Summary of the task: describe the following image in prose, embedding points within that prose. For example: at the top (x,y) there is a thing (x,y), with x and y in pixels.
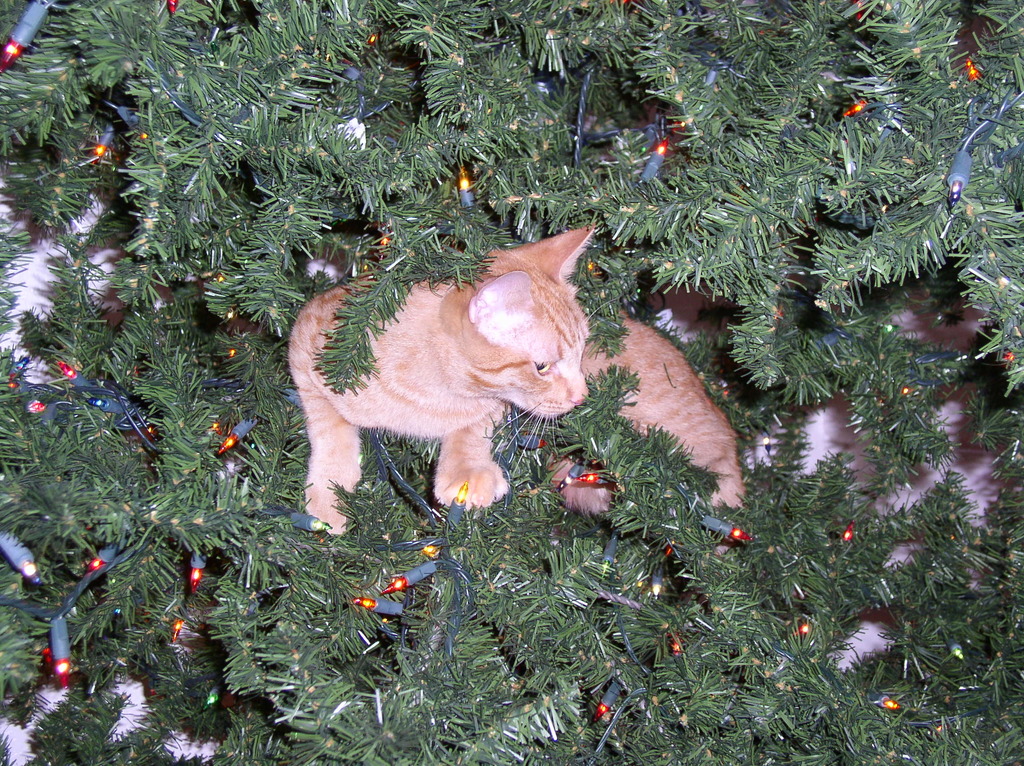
There is a cat (527,384) on the tree (457,642) and there are few decorative lights (462,179) beside it.
